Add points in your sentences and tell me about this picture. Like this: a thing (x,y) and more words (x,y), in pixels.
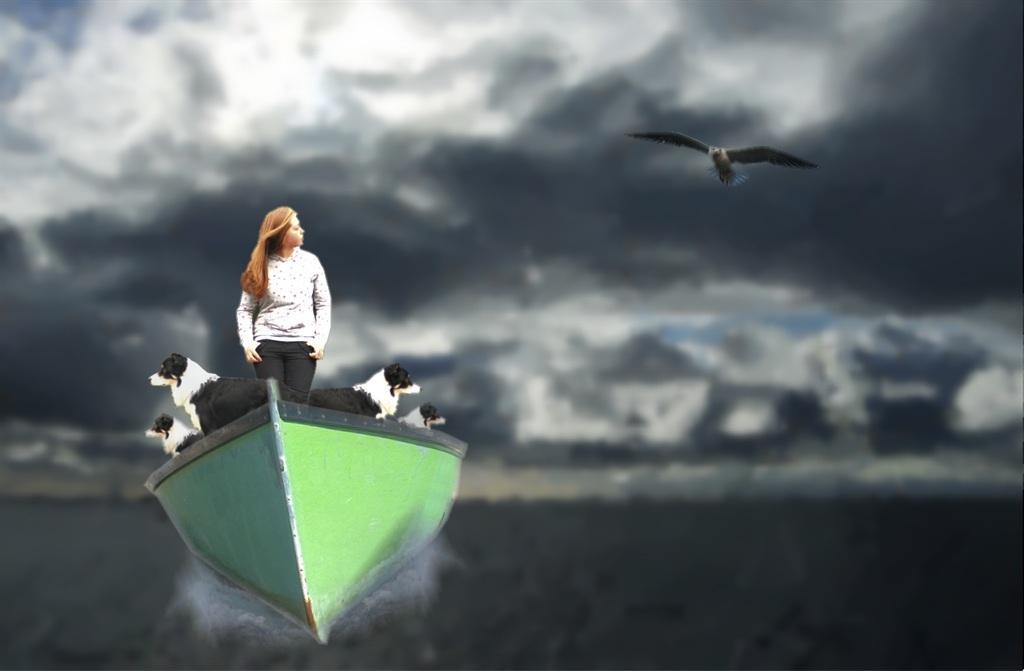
This is an edited image. I can see a bird (733,184) flying. There are four dogs (229,407) and a woman (298,336) standing on a boat (283,536), which is on the water (635,633). In the background (614,347), there is the sky (701,88).
